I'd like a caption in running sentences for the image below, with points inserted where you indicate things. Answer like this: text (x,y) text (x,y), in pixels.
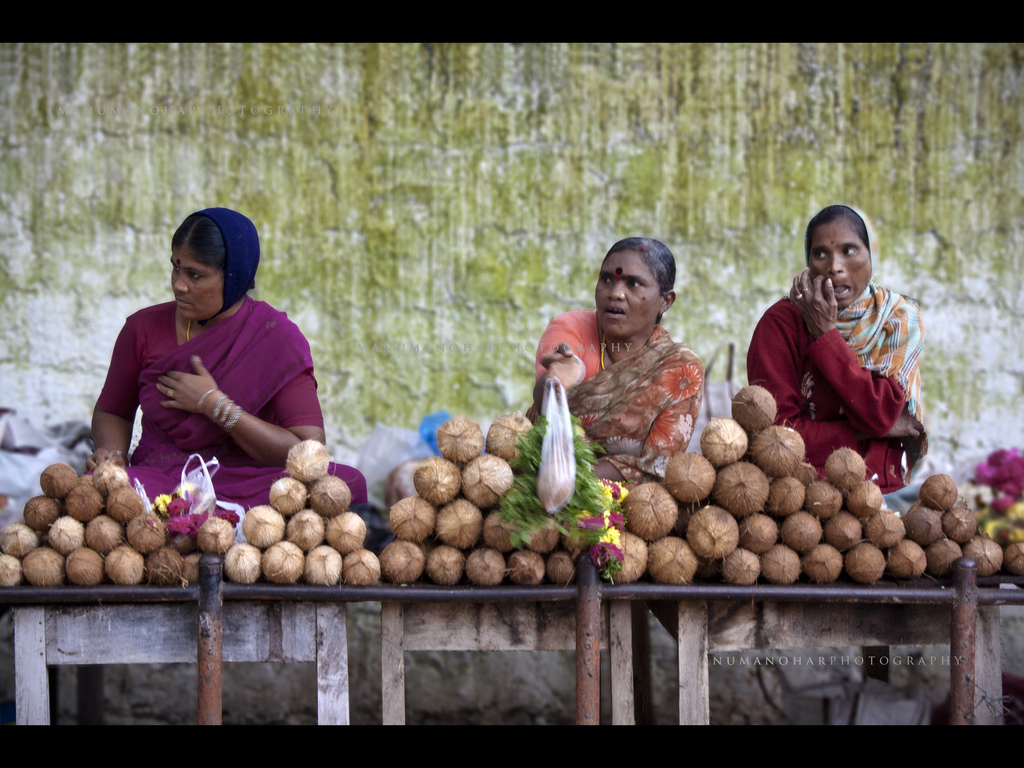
In the center of the image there are coconut stalls (512,629). There are three women (300,388) sitting.
